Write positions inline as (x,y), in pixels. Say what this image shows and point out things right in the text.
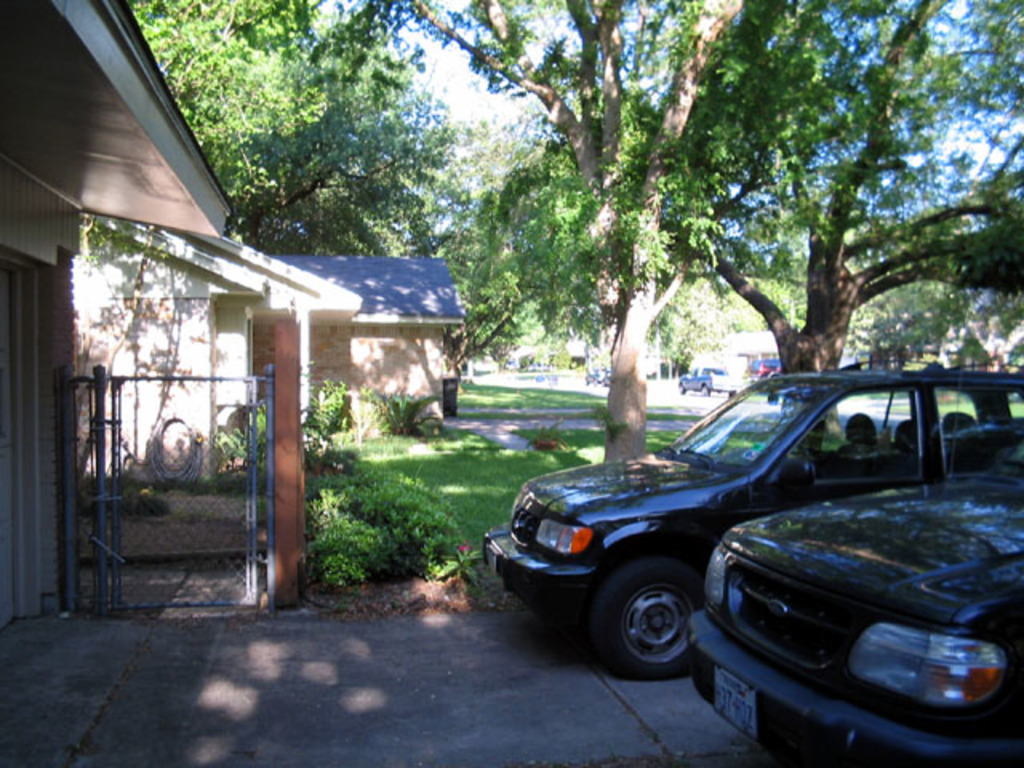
In the foreground of this image (685,595), on the right (760,612) there are two cars (831,692) on the ground (644,730). On the left (188,471) there is a gate (197,474), few buildings (27,244), plants (362,514), grass (436,481) and the trees (282,175). In the background (272,204), there are vehicles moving on the path (677,400), trees (683,255) and the sky (472,113).
